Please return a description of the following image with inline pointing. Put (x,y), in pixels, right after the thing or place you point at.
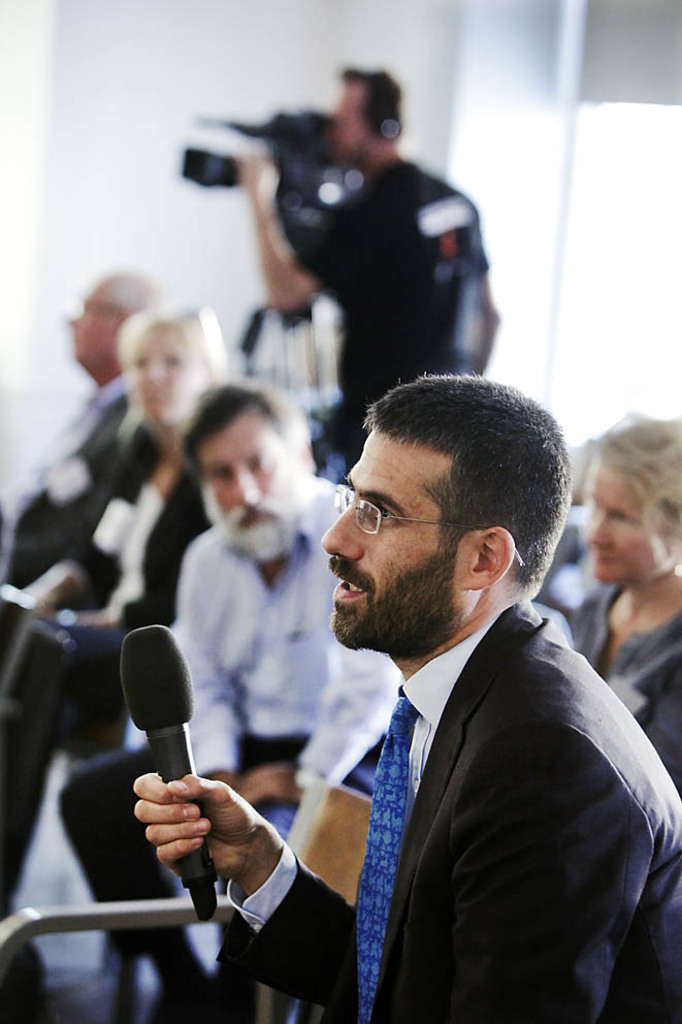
As we can see in the image, there are few people (428,416) sitting. The person (385,750) who is sitting here is holding mike (208,865) in his hand (195,813) and talking and the person (377,316) who is standing here is holding camera (215,170) in his hand (251,192).
